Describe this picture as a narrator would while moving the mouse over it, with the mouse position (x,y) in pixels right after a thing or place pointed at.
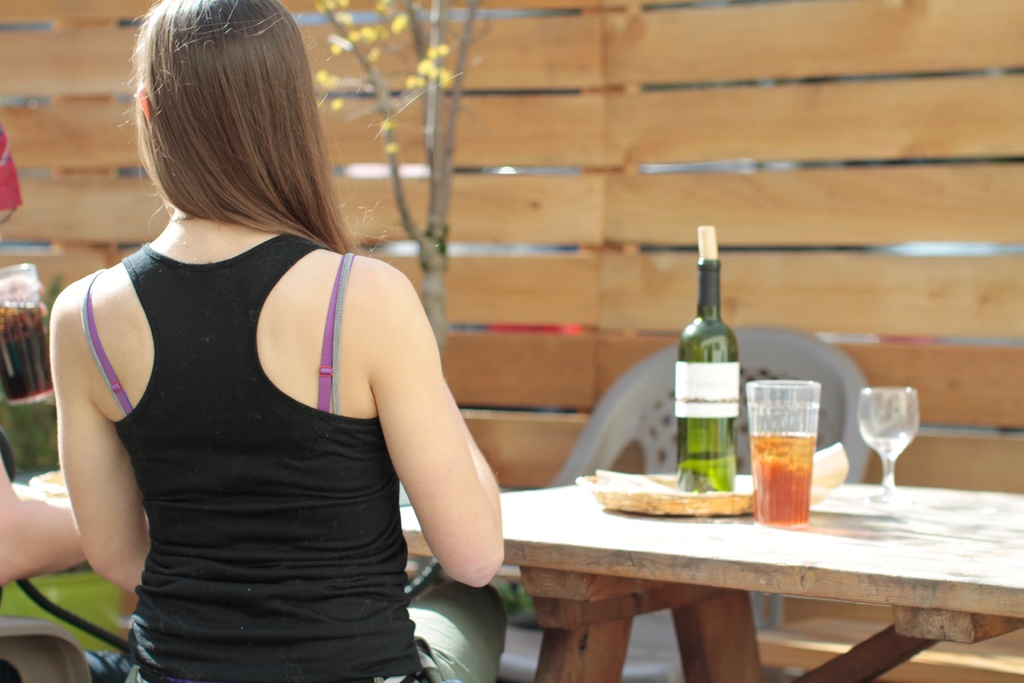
In this image one woman (392,440) is sitting on chair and in front of the table (660,543) and on the table (712,536) there are one bottle (698,384), one glass (780,482) beside the girl (199,533) another man (29,529) is there he could be drinking something and the background (481,266) is sunny.
